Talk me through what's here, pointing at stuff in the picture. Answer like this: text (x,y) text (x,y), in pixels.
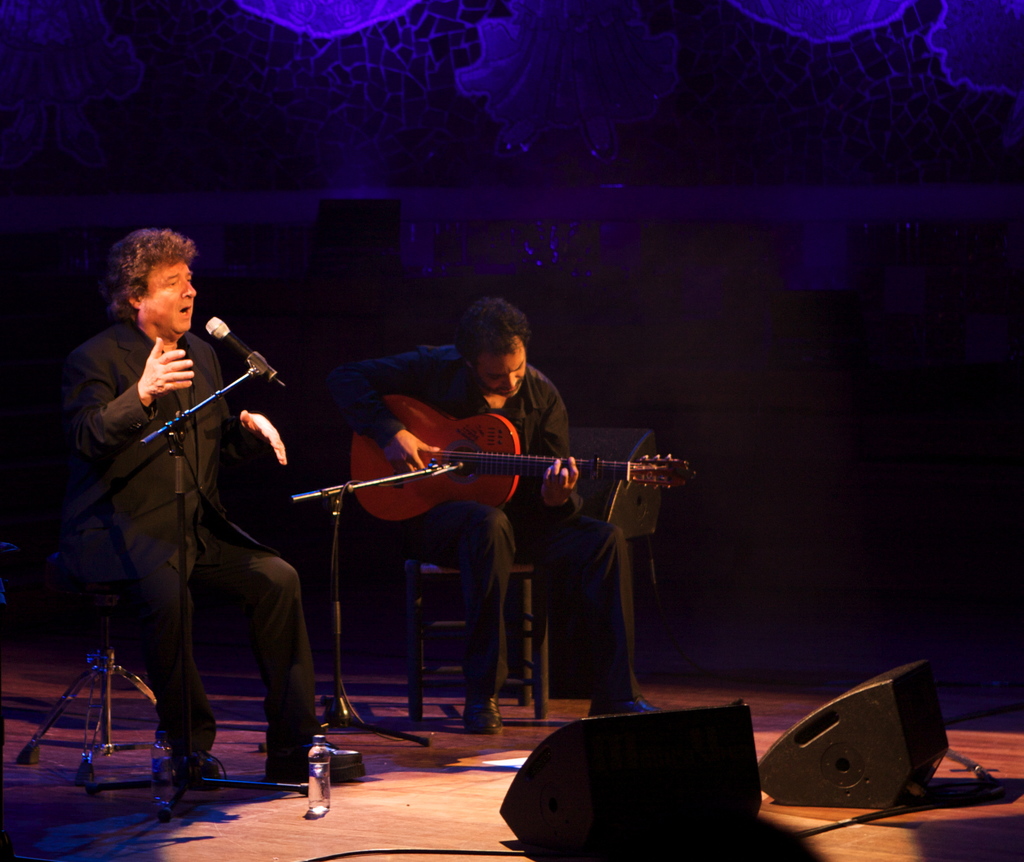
Here we can see 2 persons (360,371) wearing black colored dress (268,611), the left person (186,512) is singing and the other (460,391) playing guitar (508,465). Both of them are sitting. In front of the left person (165,301) we have a microphone (225,331) and here the bottom part looks like stage (461,784). On it we have water bottles (323,738) present, sound boxes (734,786) present. In the background (333,158) it seems like decoration set (728,226). Overall it looks like musical concert.
